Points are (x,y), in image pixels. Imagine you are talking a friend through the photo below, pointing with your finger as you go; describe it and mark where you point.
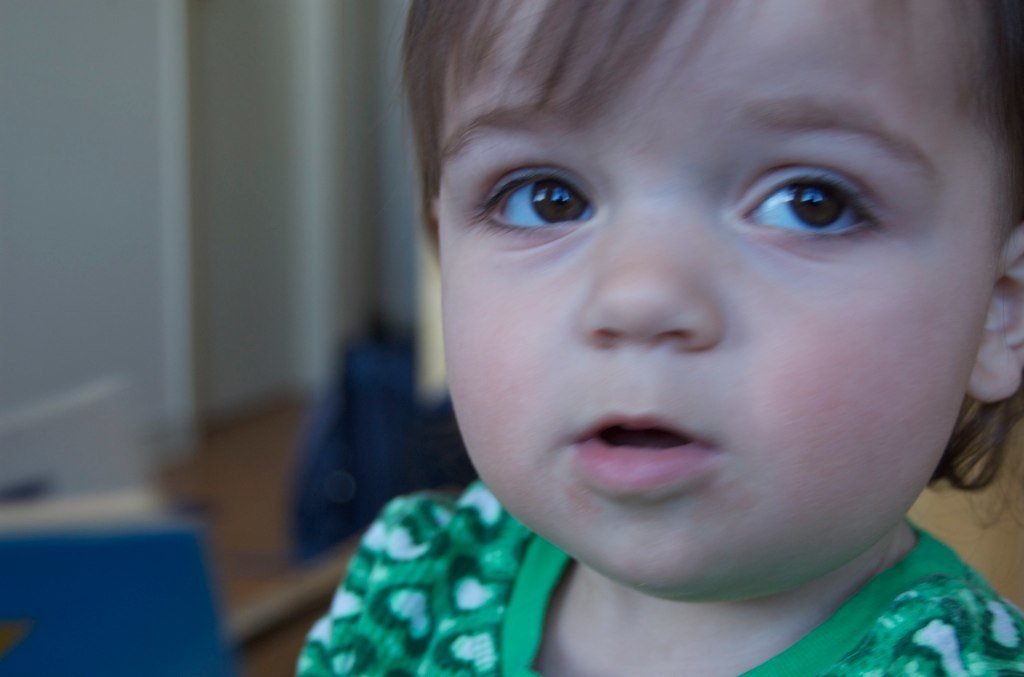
In this image there is a child (508,560), beside the child (551,538) there are a few objects (125,568) which are not clear. In the background (204,286) there is a wall (192,304).
